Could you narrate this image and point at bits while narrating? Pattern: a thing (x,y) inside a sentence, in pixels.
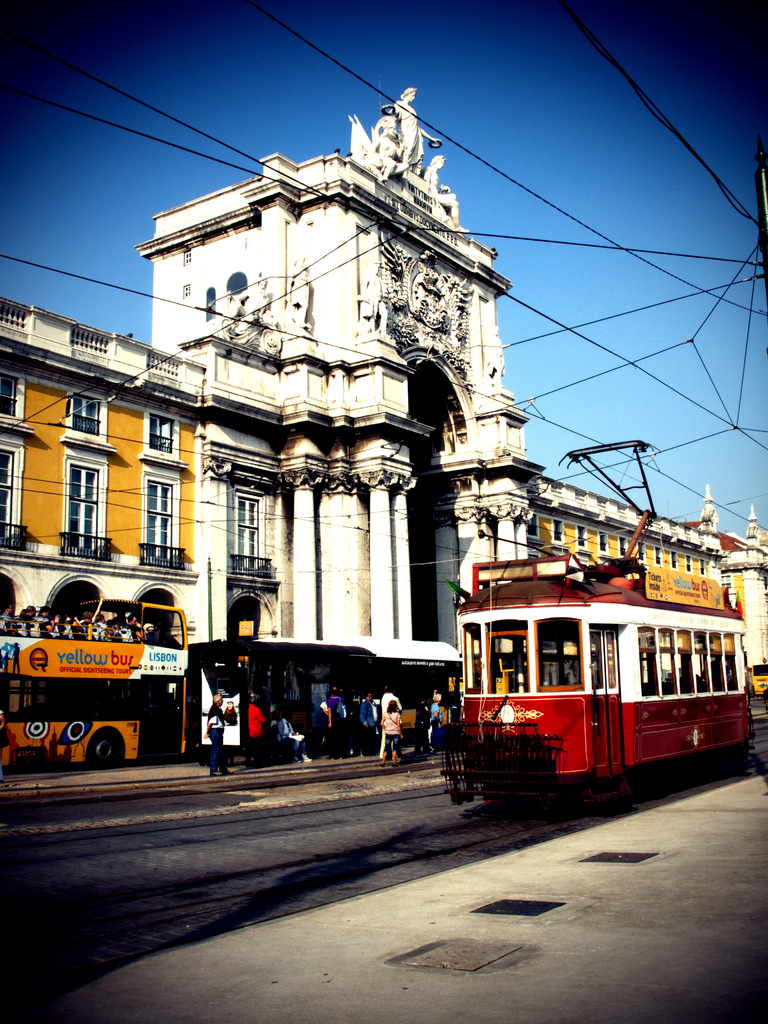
In this image there is a train (475,722) at right side of this image (561,702) and there are some persons (387,699) are standing as we can see in middle of this image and there is a building (273,578) in the background (271,488) and there is a blue sky (222,129) at top of this image (508,125) and there is a railway track (191,911) at bottom left side of this image (191,852) and there are some current wires (525,411) as we can see at middle of this image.
